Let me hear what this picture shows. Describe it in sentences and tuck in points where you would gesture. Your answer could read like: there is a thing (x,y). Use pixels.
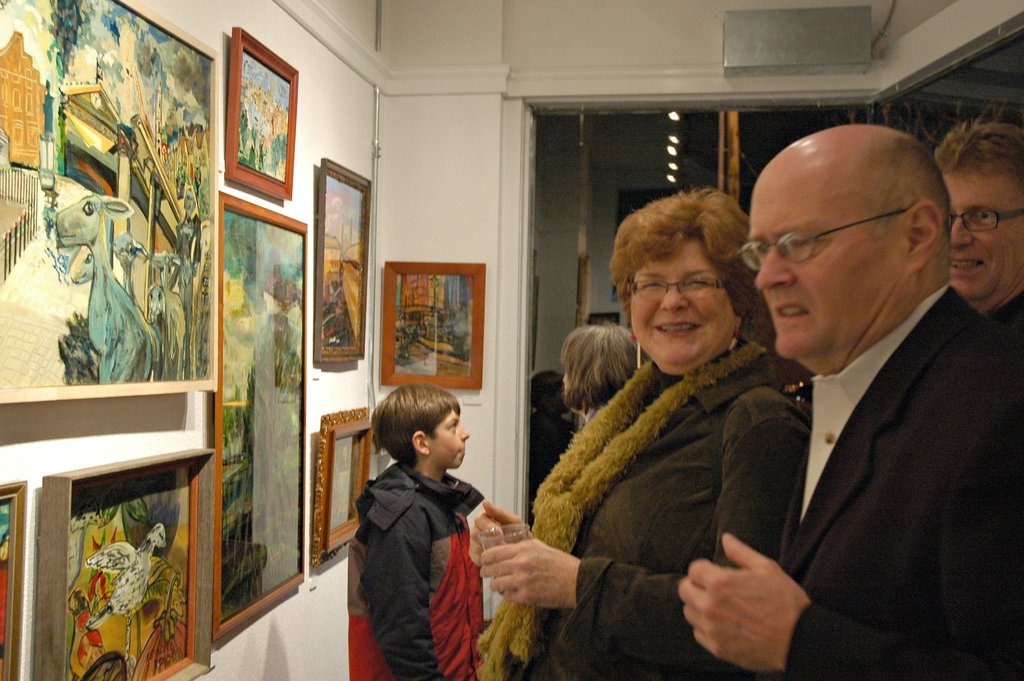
On the left side of the image (289,322) there is a wall (364,60) with frames (289,322). And on the right side of the image (988,286) there are few people (704,332) standing and there are few people (859,329) with spectacles (969,225). Beside them there are glass walls (601,139).
